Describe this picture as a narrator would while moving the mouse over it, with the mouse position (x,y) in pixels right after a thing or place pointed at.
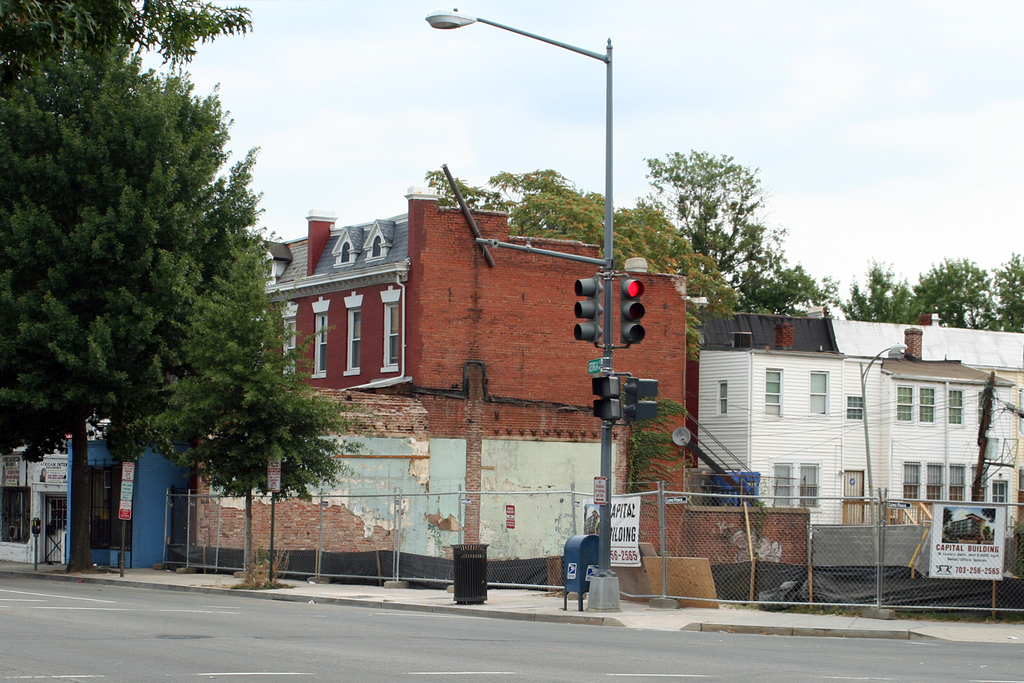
In this image I can see a building (462,327) which is in brown color, in front (511,28) I can see a traffic signal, a light pole (564,258), at left (264,278) and right I can see trees (138,305) in green color and sky (274,126) in white color.
